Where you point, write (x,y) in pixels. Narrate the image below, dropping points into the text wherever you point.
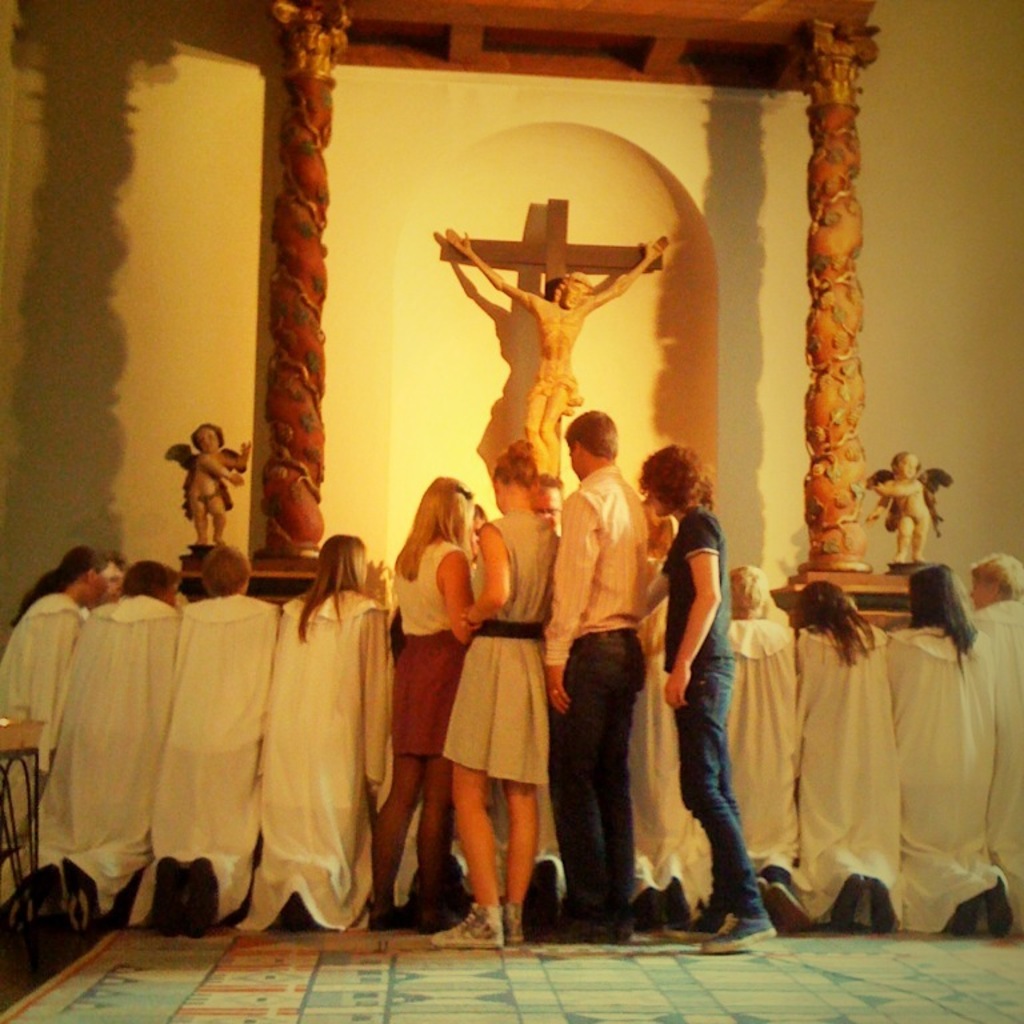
In this image there is a group of persons (516,723) standing in the middle of this image (433,528). There is a jesus statue (558,348) at the top of this image (565,329), and there is a wall (216,233) in the background (762,343). There is a floor (481,985) at the bottom of this image (668,990).
